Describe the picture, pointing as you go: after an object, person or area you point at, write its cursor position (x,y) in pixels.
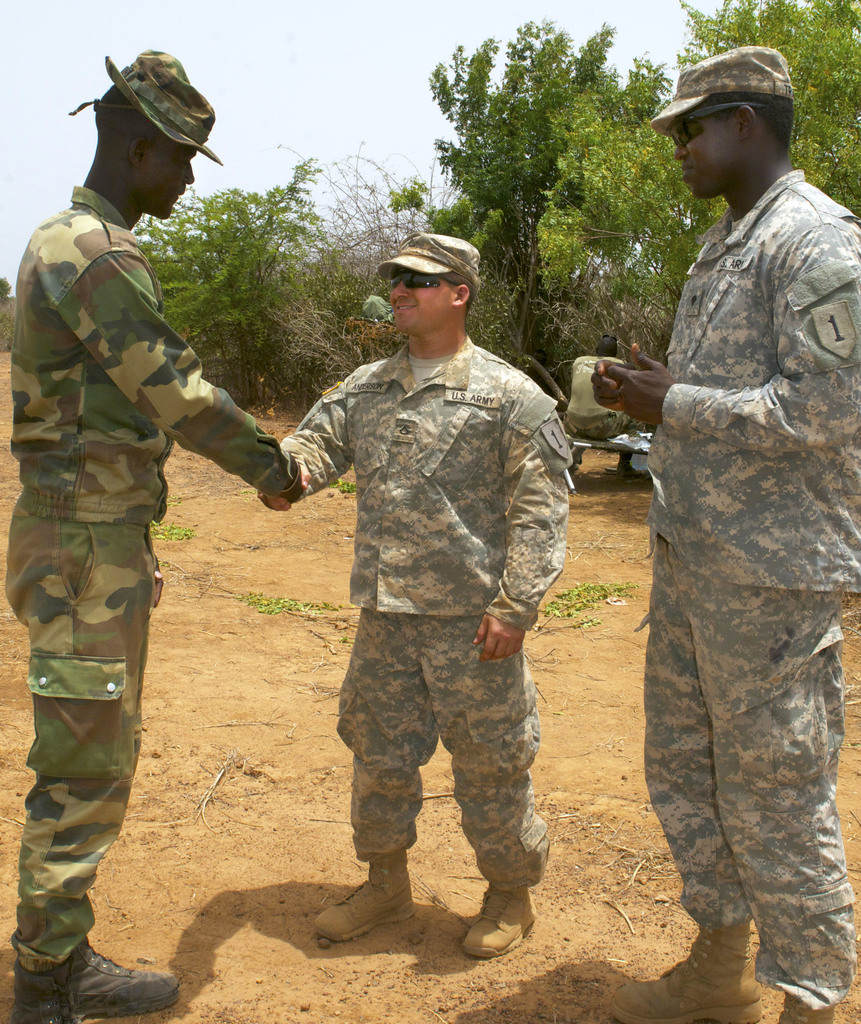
In this picture we can see three men (390,617) are standing and wearing the uniforms (447,484), caps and two men (84,533) are shaking the hands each other. In the background of the image (303,507) we can see the sand (346,524), trees (246,353) and a person (613,347) is sitting on a bench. At the top of the image (282,90) we can see the sky (253,23).
